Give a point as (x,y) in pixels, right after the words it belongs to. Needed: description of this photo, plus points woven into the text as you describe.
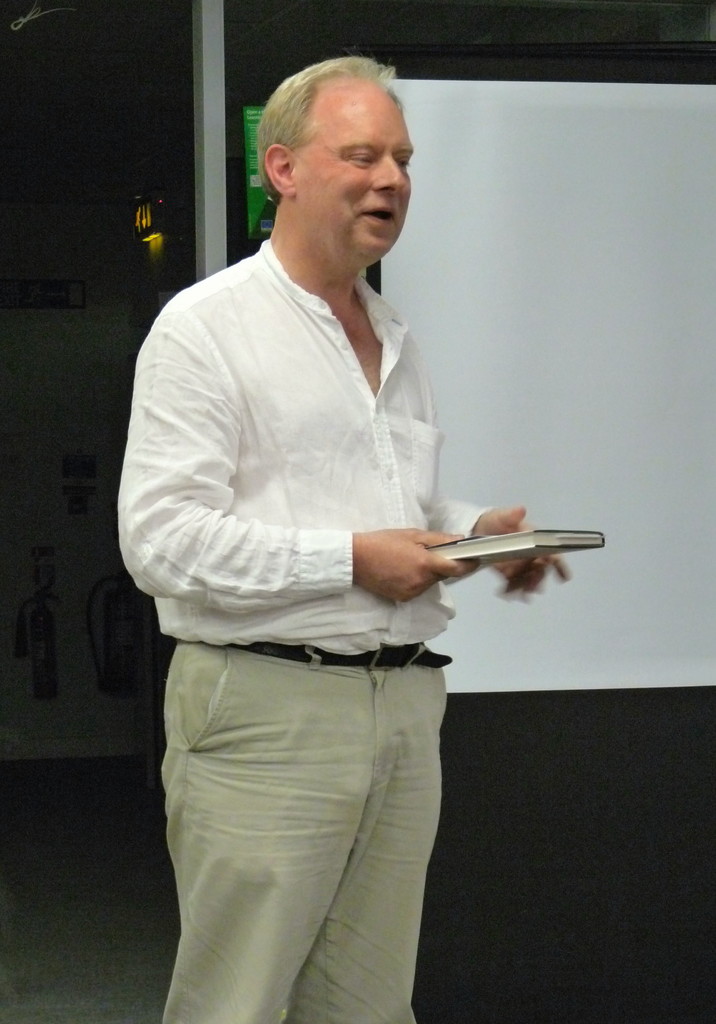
In this image I can see a person (358,472) wearing a white color shirt (331,399) and holding a book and background (48,65) is dark and on the right side (593,142) I can see white color board (573,268).
